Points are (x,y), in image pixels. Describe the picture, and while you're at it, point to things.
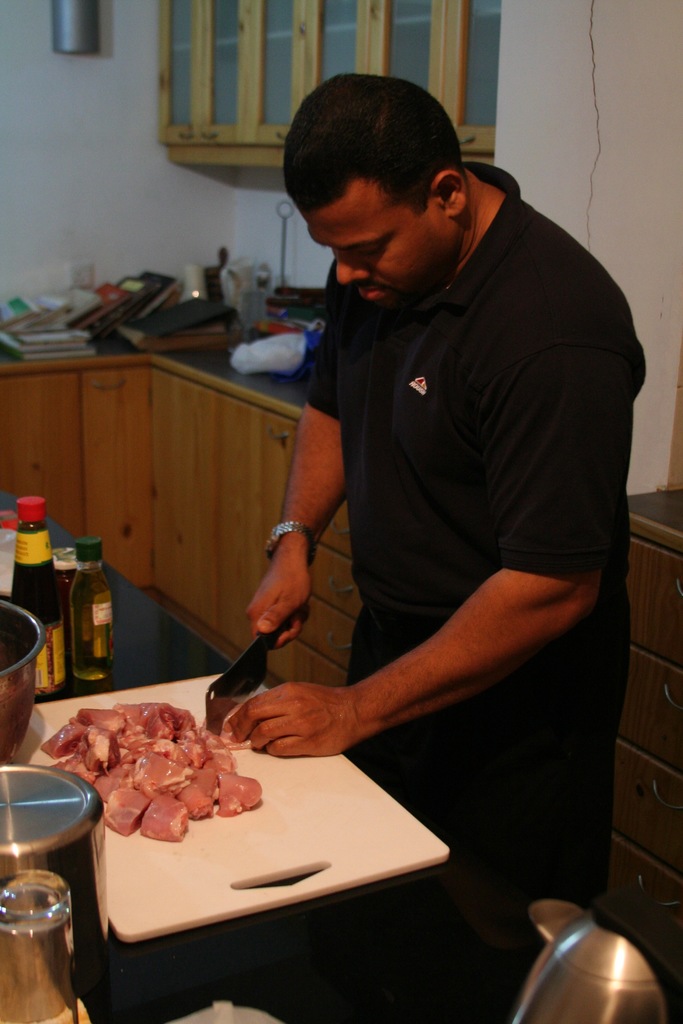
In this picture there is a man (358,635) towards the right (489,413). He is wearing a black t shirt (476,556) and black trousers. He is cutting the meat (191,744) with the knife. Before him there is a table (306,973). On the table (69,693), there were bottles (94,596) and vessels (27,639). In the background (166,445) there are cabinets (118,409). On the cabinets (145,368) there are books (167,341) and some objects (306,305) are placed.
